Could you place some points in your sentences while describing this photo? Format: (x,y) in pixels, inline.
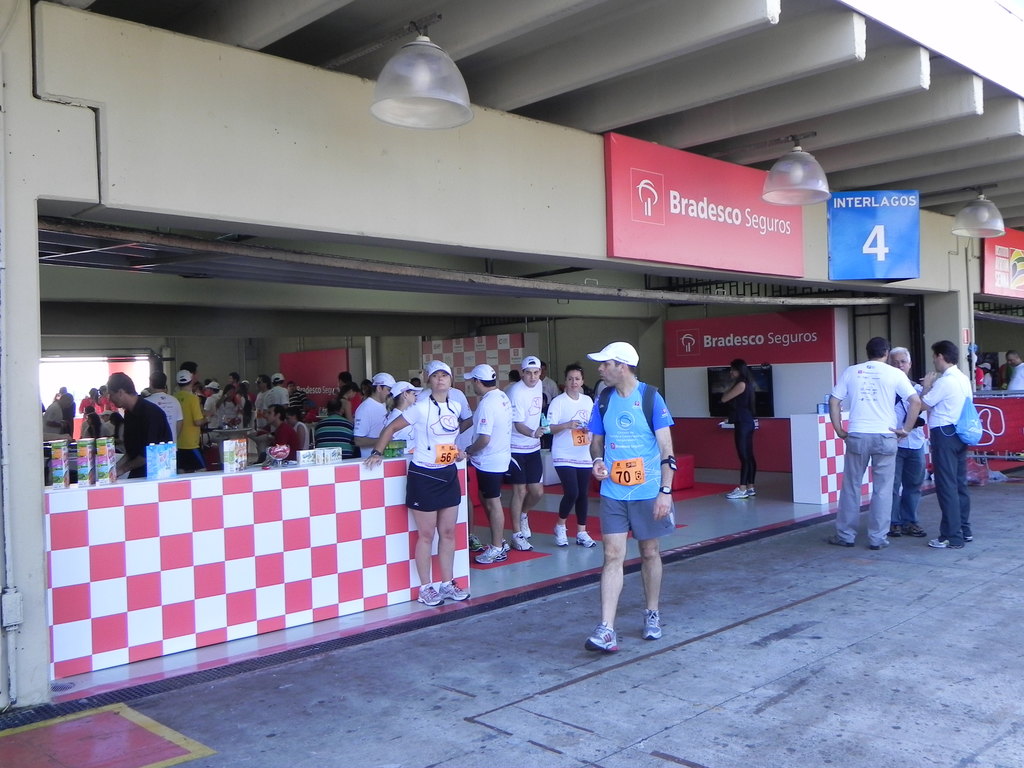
In the picture we can see a restaurant (5,314) near it we can see some people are standing in a sports wear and inside it we can see some people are sitting near the tables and to the ceiling (773,131) we can see the lights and we can see the board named as Bradesco seguros.
